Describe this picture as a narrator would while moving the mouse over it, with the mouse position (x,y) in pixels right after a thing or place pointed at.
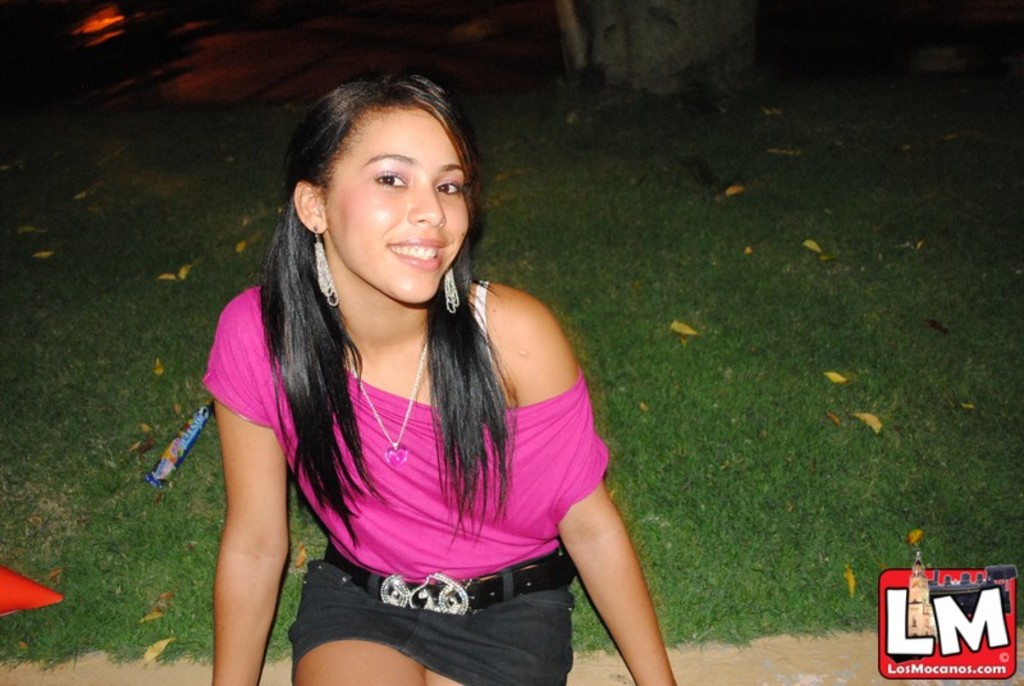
In this image, we can see a girl (507,566) sitting. We can also see the ground (75,404) covered with grass (704,416), leaves (679,333) and some objects (32,589). We can see a watermark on the right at the bottom corner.
